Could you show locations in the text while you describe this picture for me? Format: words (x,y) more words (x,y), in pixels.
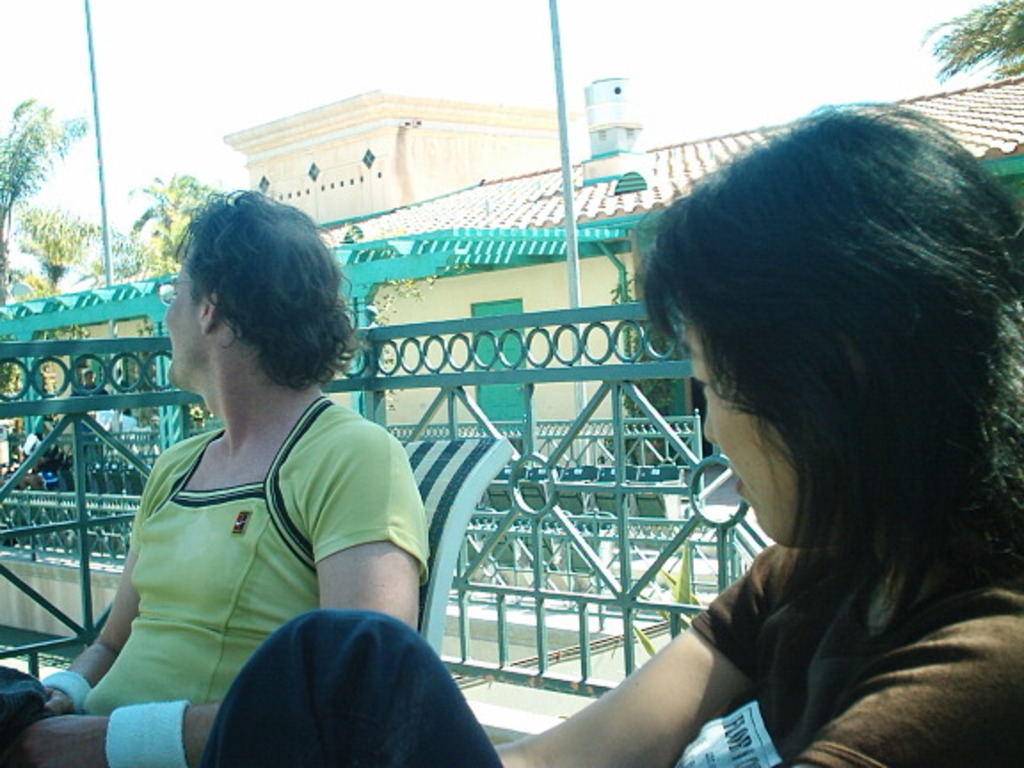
In this image, we can see two persons (260,538) sitting on the chairs (444,588), there is a fencing (82,465) and in the background (619,216) there is a house (545,188) and there are some green color trees (192,196), at the top (134,177) there is a sky (71,172).
